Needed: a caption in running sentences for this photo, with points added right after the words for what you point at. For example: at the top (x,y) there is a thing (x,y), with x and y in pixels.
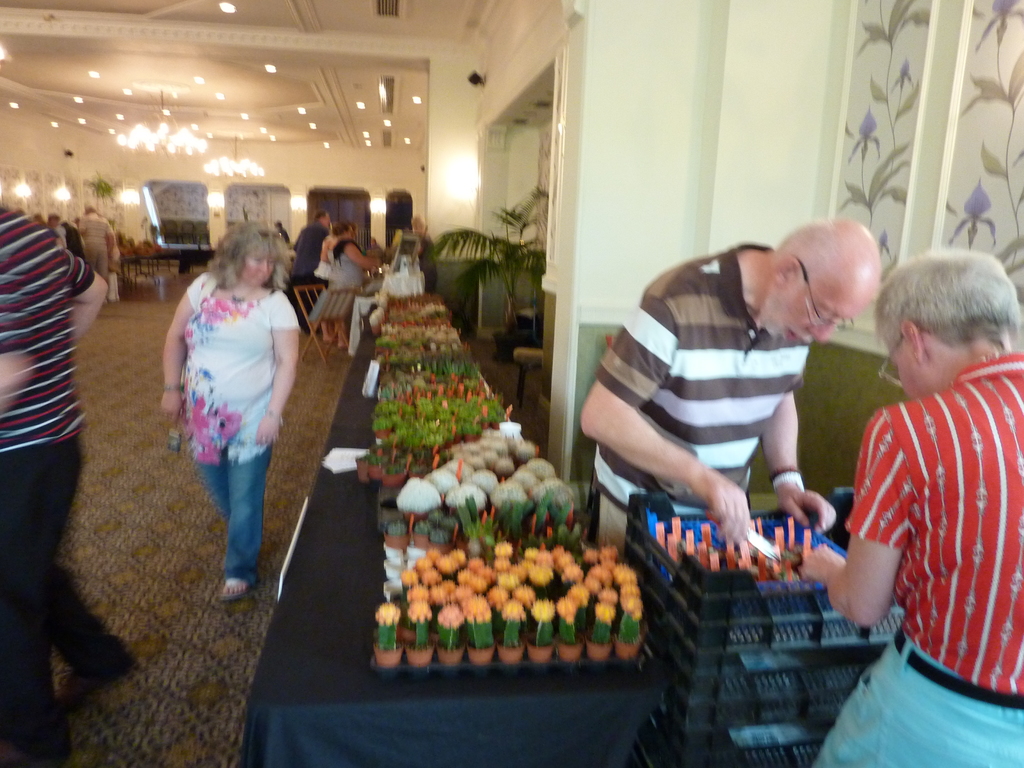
In this image at the center (347,262) people (215,267) are standing on the floor (96,566). Beside them there is a table (356,649) and on top of the table (372,562) there are flower plants (468,536). At the right side of the image (687,331) there are two people (966,539) standing in front of the baskets (790,656). On top of the roof (140,80) there are lights (272,65).
